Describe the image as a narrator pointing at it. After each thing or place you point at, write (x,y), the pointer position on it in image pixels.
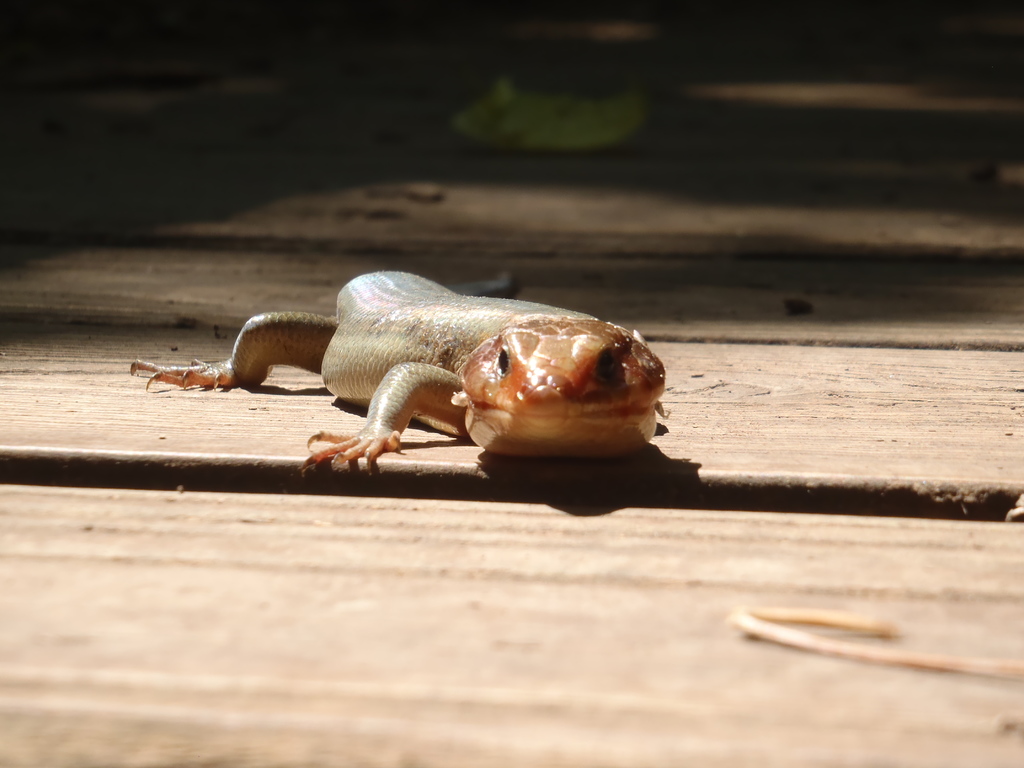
This image consists of a lizard (390,407) on the floor (519,698). The floor (282,612) is made up of wood (334,221). The background (915,122) is dark.
